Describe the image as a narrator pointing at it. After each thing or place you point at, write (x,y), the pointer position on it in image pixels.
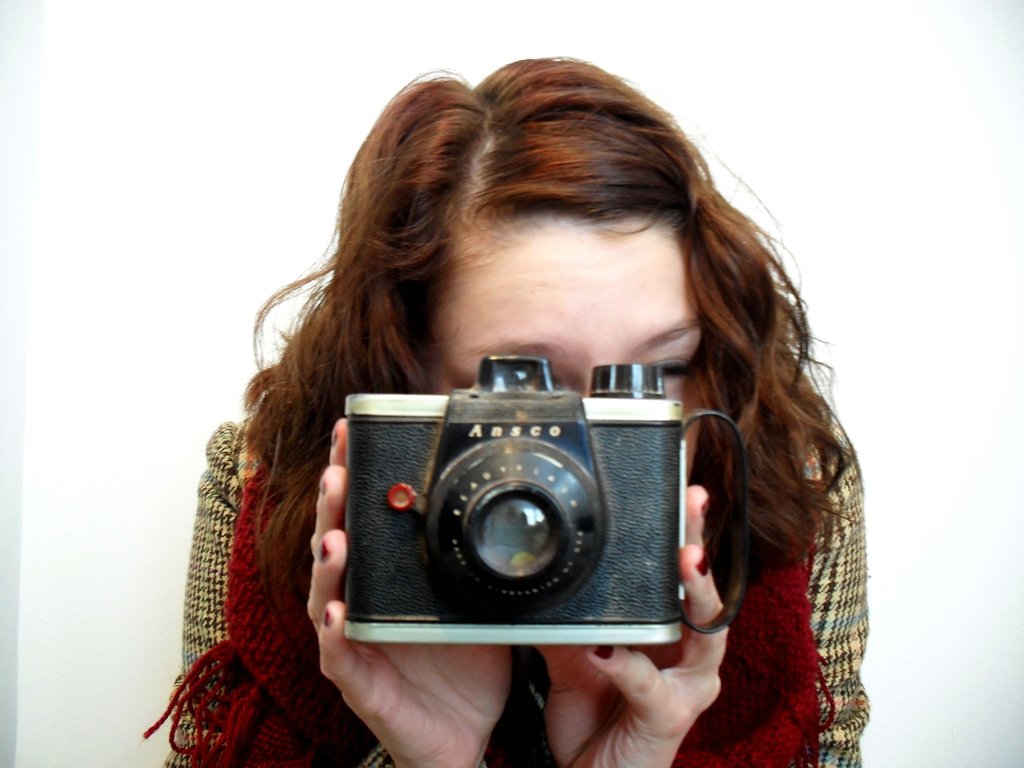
In this image, In the middle (385,323) there is a girl (822,538) she is standing and she is holding a camera (532,595) which is in black color and she is taking a picture, In the background (159,215) there is a white color wall (675,71).
